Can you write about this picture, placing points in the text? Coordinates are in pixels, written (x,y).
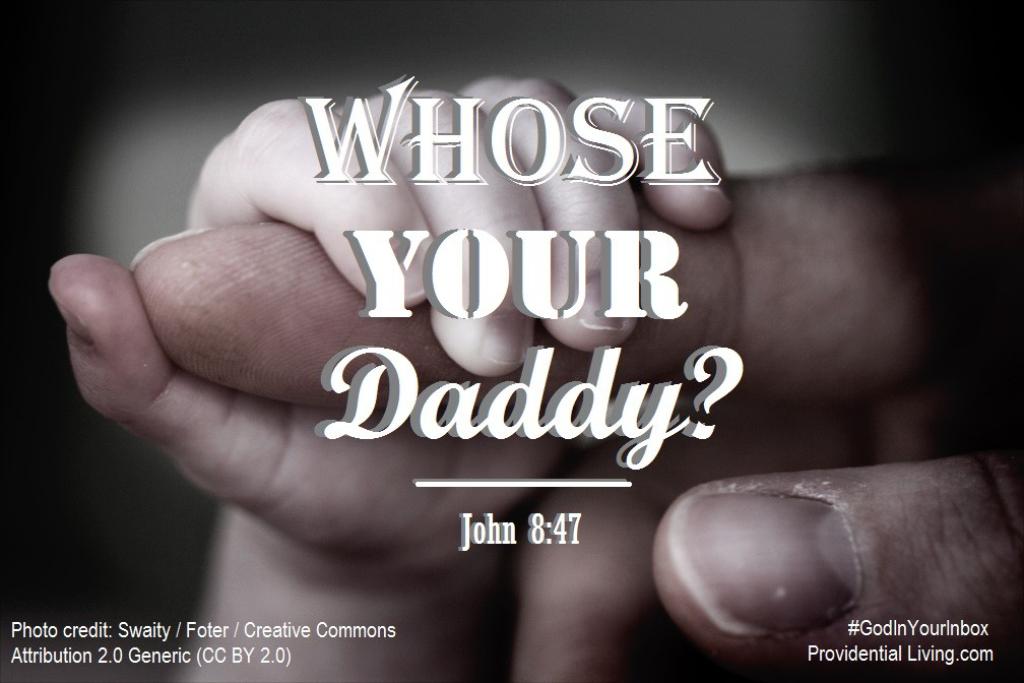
In the image we can see some hands (745,243) and there are some logos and there are some quotations (659,113).
